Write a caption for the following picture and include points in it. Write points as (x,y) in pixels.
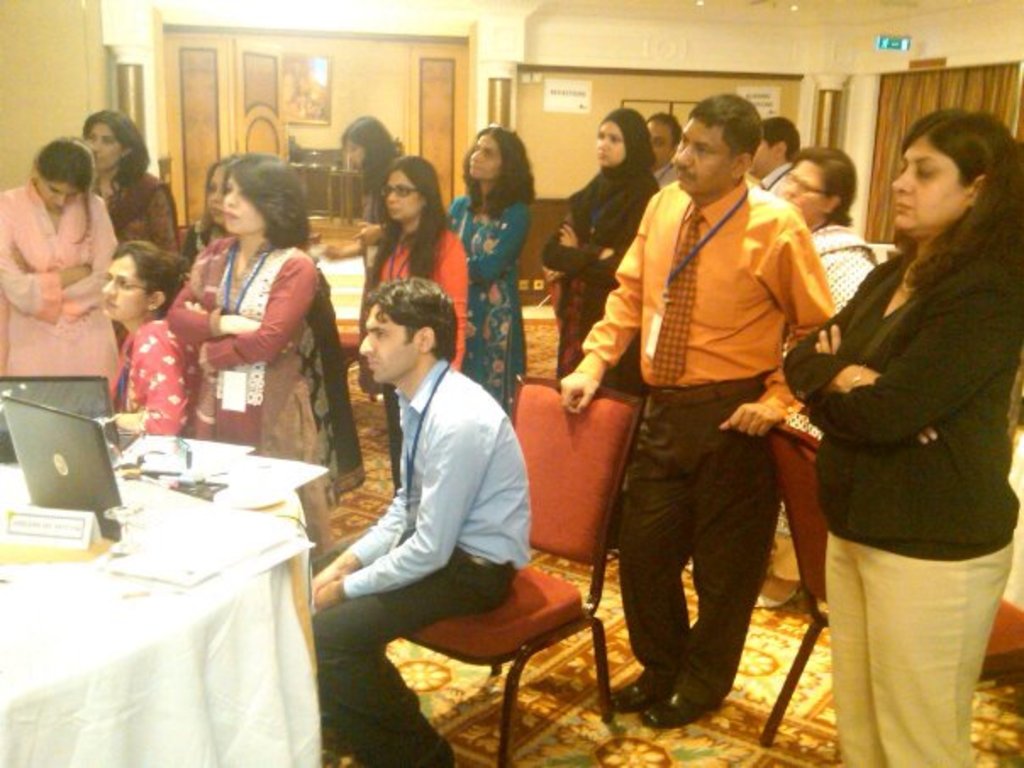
Most of the persons (343,246) are standing and this two persons (474,472) are sitting on a chair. On this table (171,591) there are papers (232,522) and laptops (84,437). A picture (319,110) on wall (366,97). This is curtain (962,106). Floor (374,455) with carpet (369,409).
